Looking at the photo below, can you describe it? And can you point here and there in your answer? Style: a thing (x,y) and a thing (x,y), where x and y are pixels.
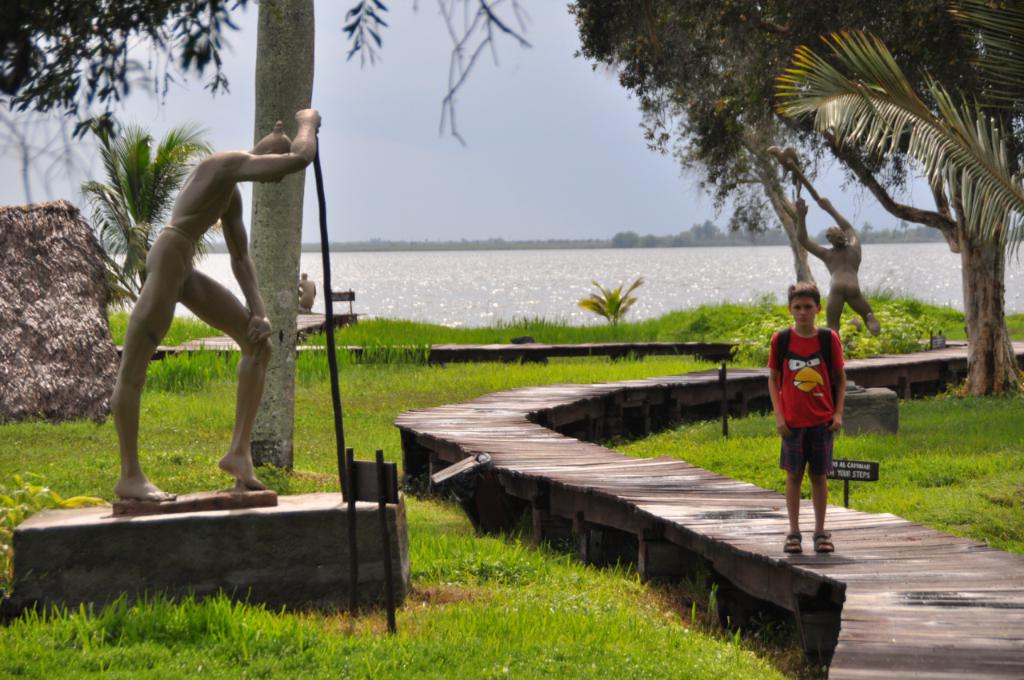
In this Image I can see the person (788,445) standing on the wooden surface (801,586). The person (823,406) is wearing the red color dress (827,394). To the side there are many statues (244,335) which are in grey color. I can see many trees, water (530,318) and the sky (430,149).
